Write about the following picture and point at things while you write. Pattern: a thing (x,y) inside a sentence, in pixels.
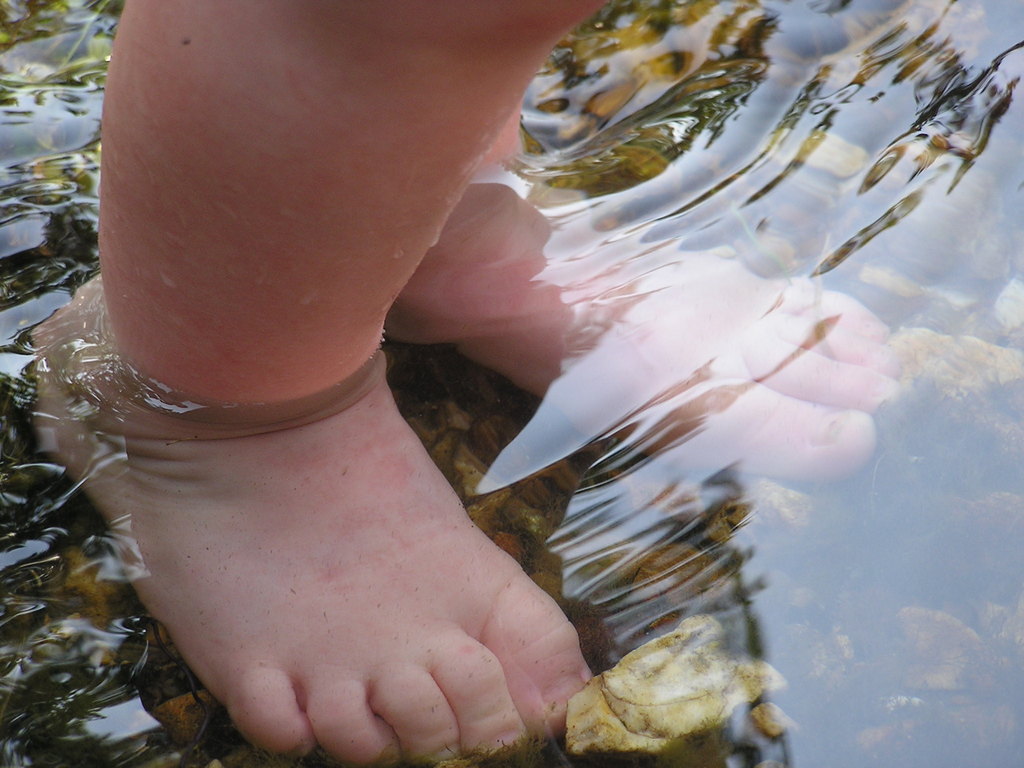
In the image we can see there is a kid (381,352) standing in the water (622,484) and there are stones (685,702) in the water (789,622).
